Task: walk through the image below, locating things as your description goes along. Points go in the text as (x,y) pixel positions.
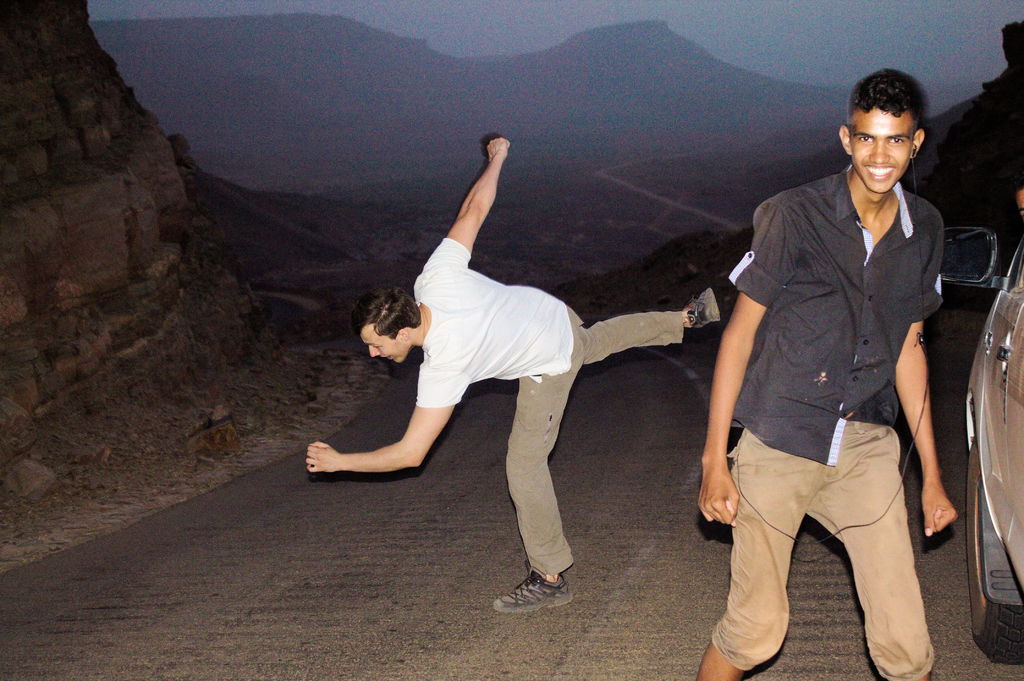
In this image I can see two people (409,446) with different color dresses (552,418). To the side of these people (854,492) I can see the vehicle (975,407). These people (719,507) are on the road (469,493). In the background (778,143) I can see the mountains (529,145) and the sky (754,2).
